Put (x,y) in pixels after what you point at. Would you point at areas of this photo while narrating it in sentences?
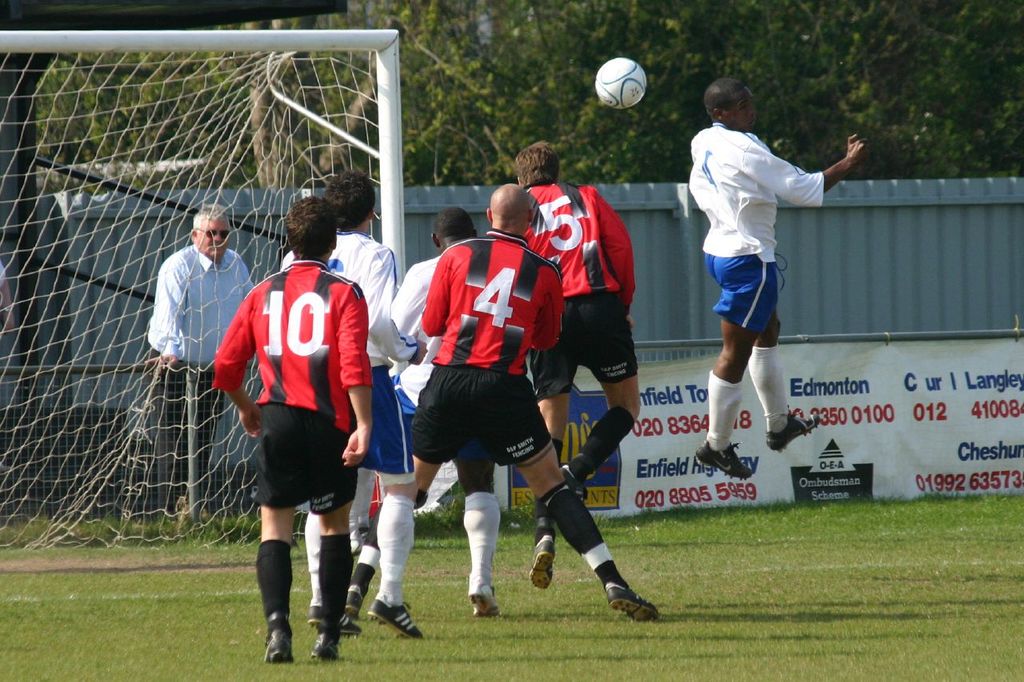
In this picture I can see there are few people (567,355) playing and there is grass (614,531) on the floor (476,636), among them few are wearing red and black jersey (492,366) and the rest are wearing a white jersey (776,158) and a blue trouser (725,281). There is a net (126,264) at left side (156,311), a person (160,323) standing behind the fence (189,382) and there are few trees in the backdrop (424,68), there is a banner (695,433) at right bottom of the image (929,480).
